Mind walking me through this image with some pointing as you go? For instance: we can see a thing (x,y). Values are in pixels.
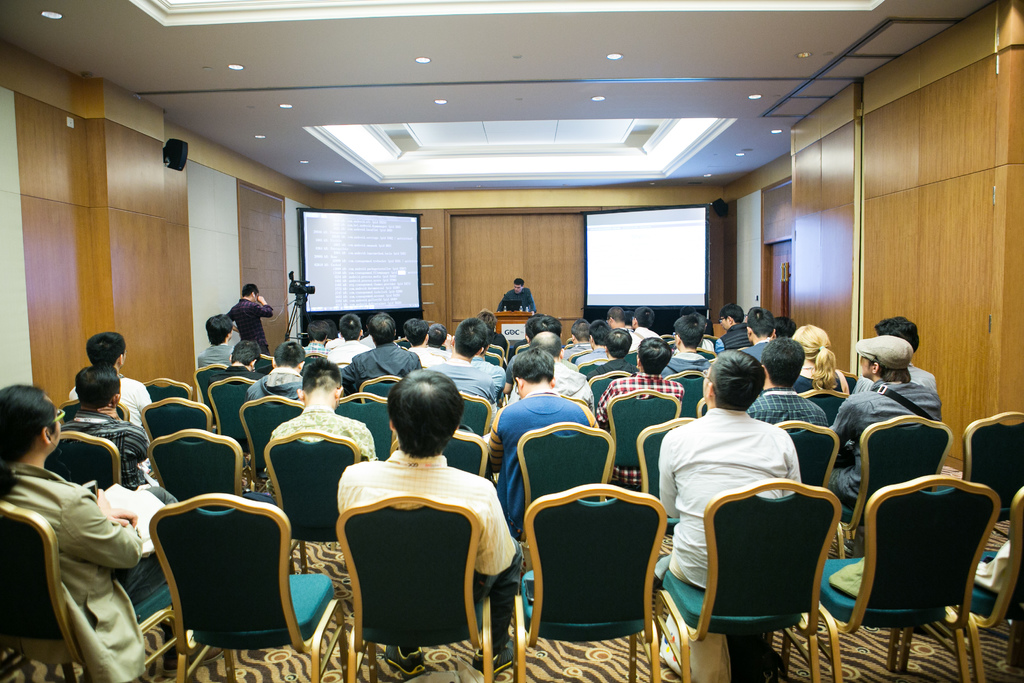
this picture is taken inside a auditorium (980,299). There many people (870,365) in the room (950,339) and all are seated in the chairs (327,473). One man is standing on the dais (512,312) at the podium (515,313). On two sides of him there are screens (406,281) and text (370,292) is displayed on it. The other man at the left (271,309) is standing and clicking pictures and also there is another camera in front of him on tripod stand (299,309). There are many lights (473,164) to the ceiling (509,139) and the room (429,72) has wooden wall (158,178).
